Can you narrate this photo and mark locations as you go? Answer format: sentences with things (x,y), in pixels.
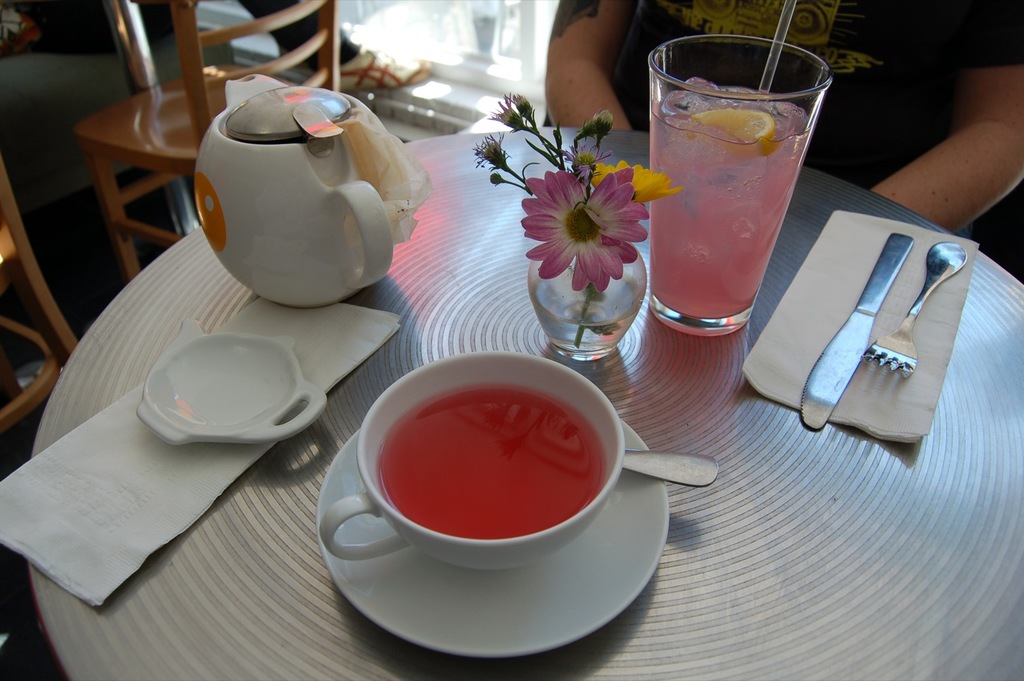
This picture is consists of a table (448,139) which is placed at the center of the image (597,390) and there is a cup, saucer (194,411), a glass (664,99) of juice (658,132), a small pot (609,341) of flower (641,181), knife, fork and a kettle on the table (736,540).
